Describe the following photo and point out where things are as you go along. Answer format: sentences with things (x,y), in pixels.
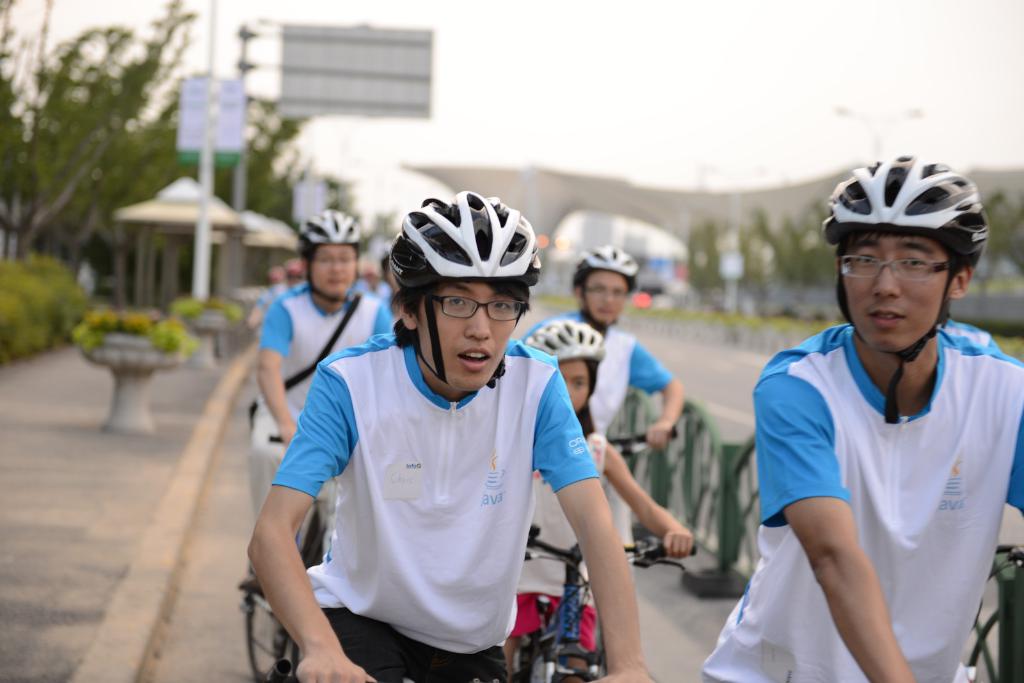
In the picture we can see group of persons (383,415) wearing blue and white color dress (544,429) and black and white color helmets (408,277) riding bicycle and in the background (48,258) there is road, there are some trees (145,150) and clear sky (569,78).
